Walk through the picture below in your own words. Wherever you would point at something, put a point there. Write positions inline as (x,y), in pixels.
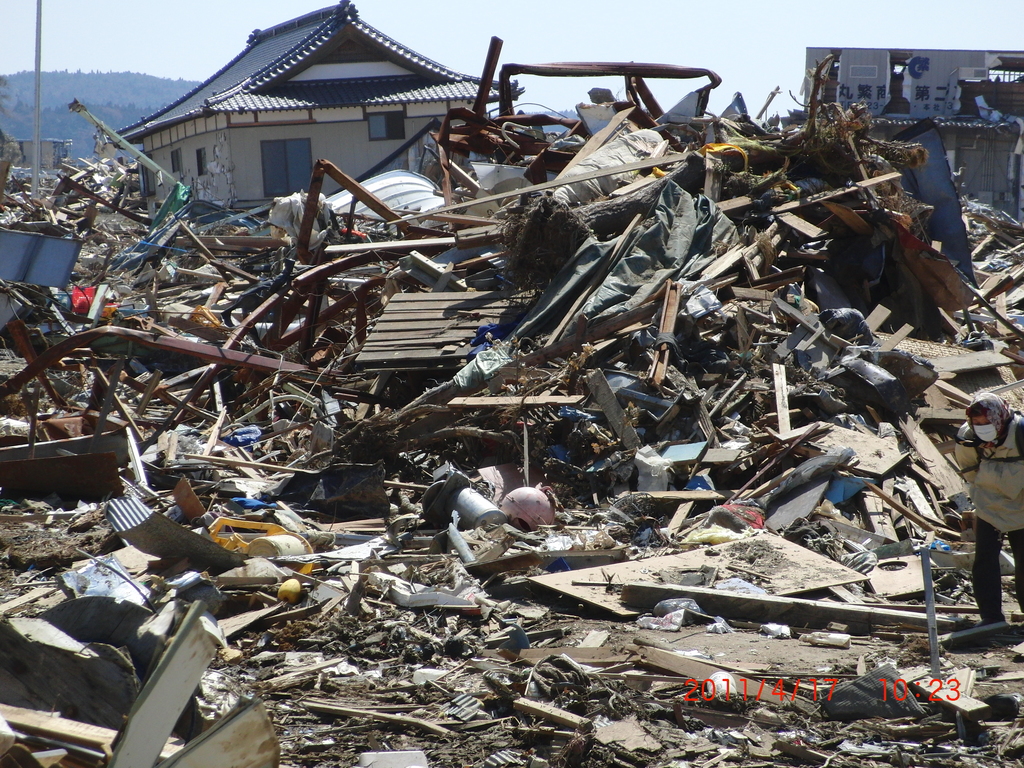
In this picture I can see a person (970,462) standing, there are scrap items (352,295), there is a house (212,111), and in the background (266,7) there is sky (118,33).
